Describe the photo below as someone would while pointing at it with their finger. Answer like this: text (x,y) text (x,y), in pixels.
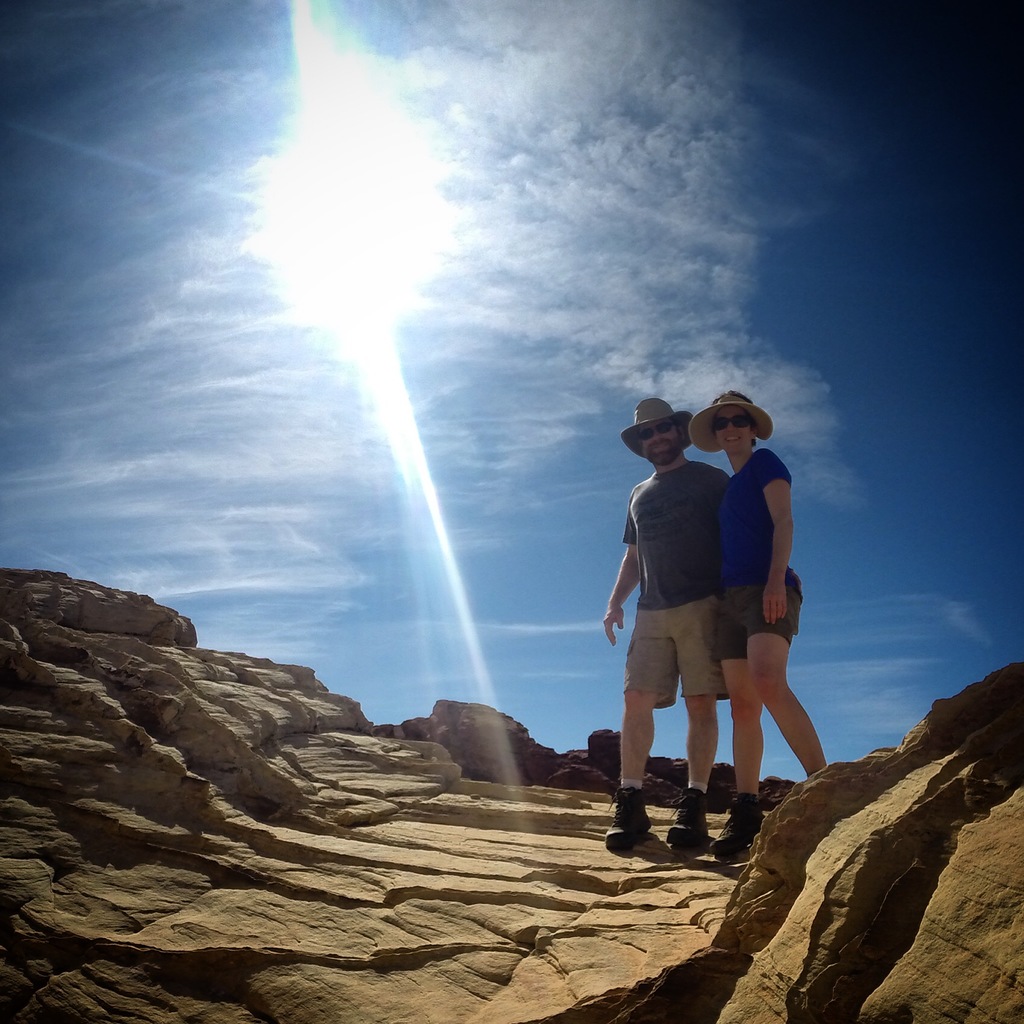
In the picture I can see a woman (740,575) and a man (704,729) are standing on rocks (707,908). These people (687,593) are wearing hats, black color shades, shirts (727,481), shorts (683,653) and footwear (637,829). In the background (357,452) I can see the sky (365,420) and the sun (385,285).
